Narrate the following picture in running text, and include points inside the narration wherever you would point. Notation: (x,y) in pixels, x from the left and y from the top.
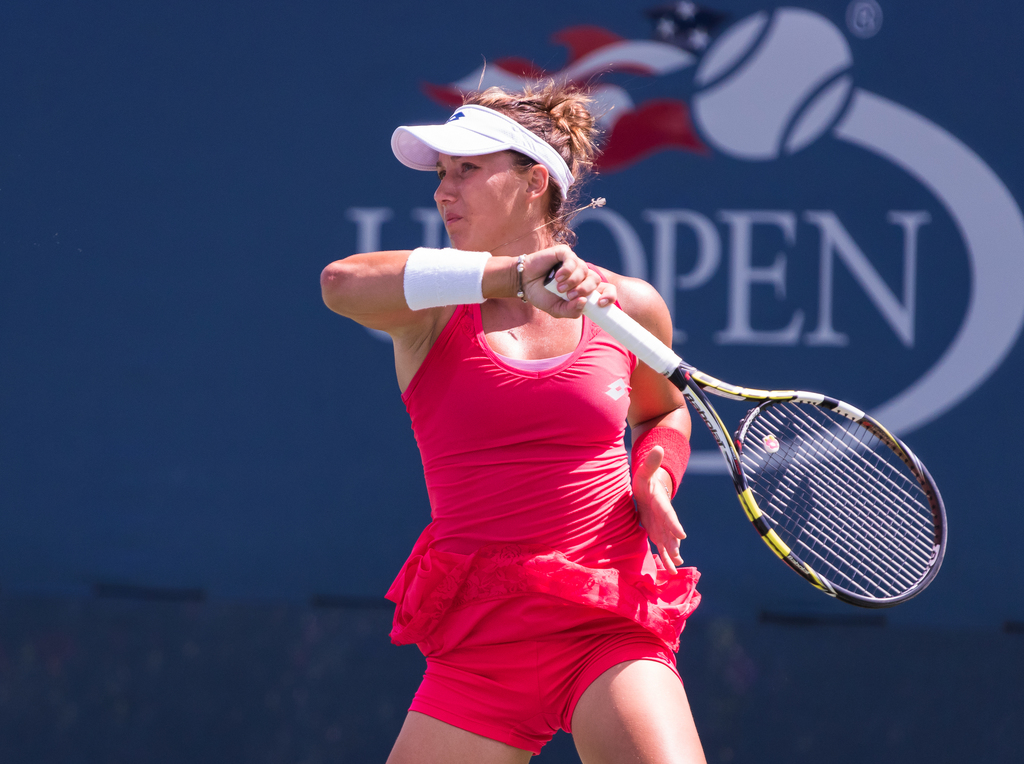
In this image there is one woman (448,573) who is playing tennis and she is holding a racket (822,436), and on the background (164,306) there is one poster (713,610).
